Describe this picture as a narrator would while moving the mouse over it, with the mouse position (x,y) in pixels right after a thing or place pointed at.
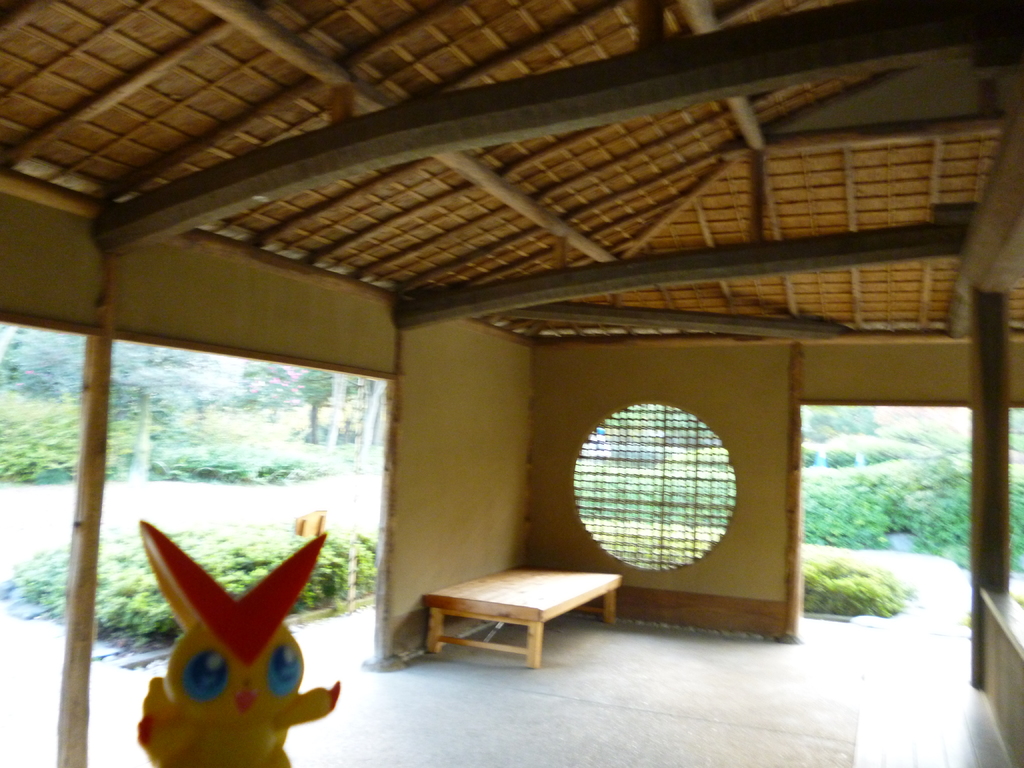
The picture is under a hut (533,254). Here there is a bench (507,610), and there is a cartoon (208,687). here there is a round window (697,506). In the background (136,417) there are trees (165,440).
